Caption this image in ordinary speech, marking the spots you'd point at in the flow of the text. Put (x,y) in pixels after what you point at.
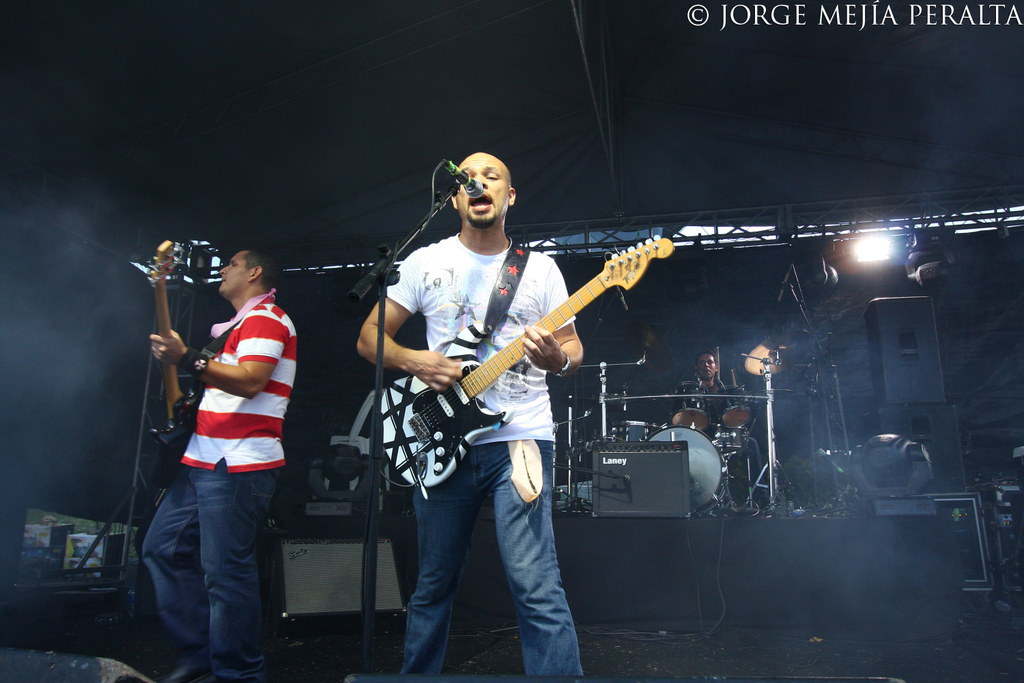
In this picture there are two people (516,332) they are standing on the stage (701,527), by holding the guitars (497,368) in their hands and there is mic (444,163) in front of them, there is a person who is sitting at the right side of the image (739,447) he is playing the drums (720,473), it seems to be music event.
